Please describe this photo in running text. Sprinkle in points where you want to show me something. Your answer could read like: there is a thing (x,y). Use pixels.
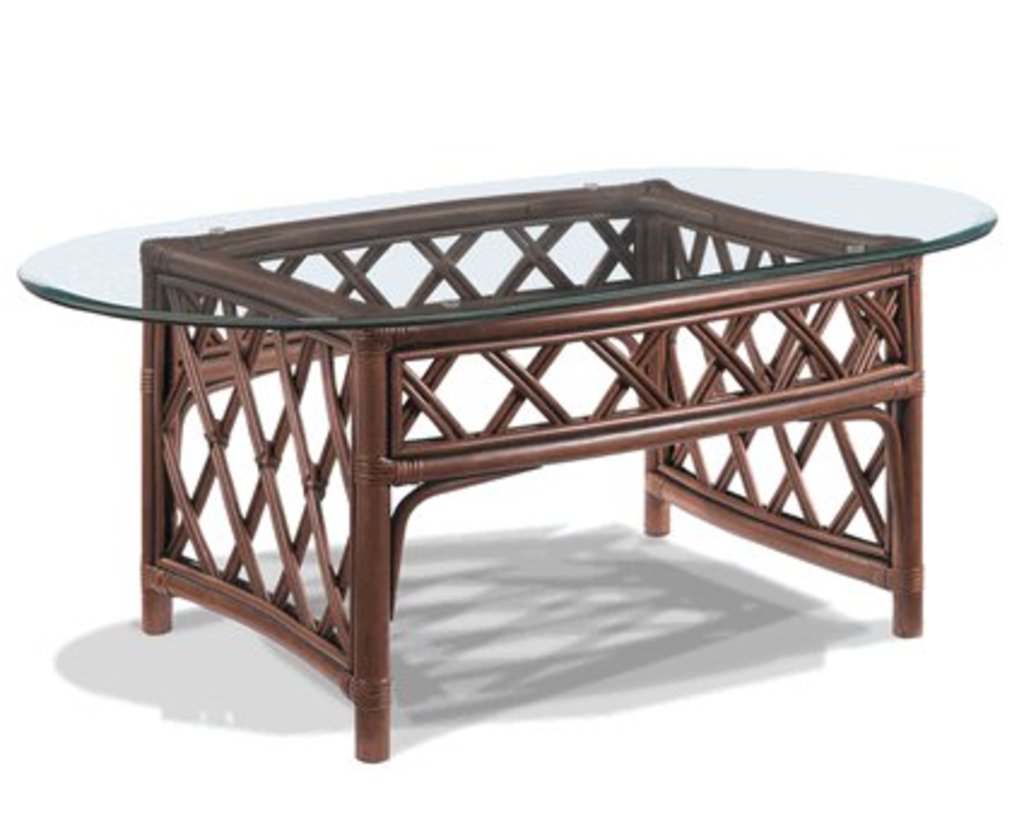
In this picture I can observe a glass table (343,257) on the white color surface (282,657). The background (875,103) is in white color.
